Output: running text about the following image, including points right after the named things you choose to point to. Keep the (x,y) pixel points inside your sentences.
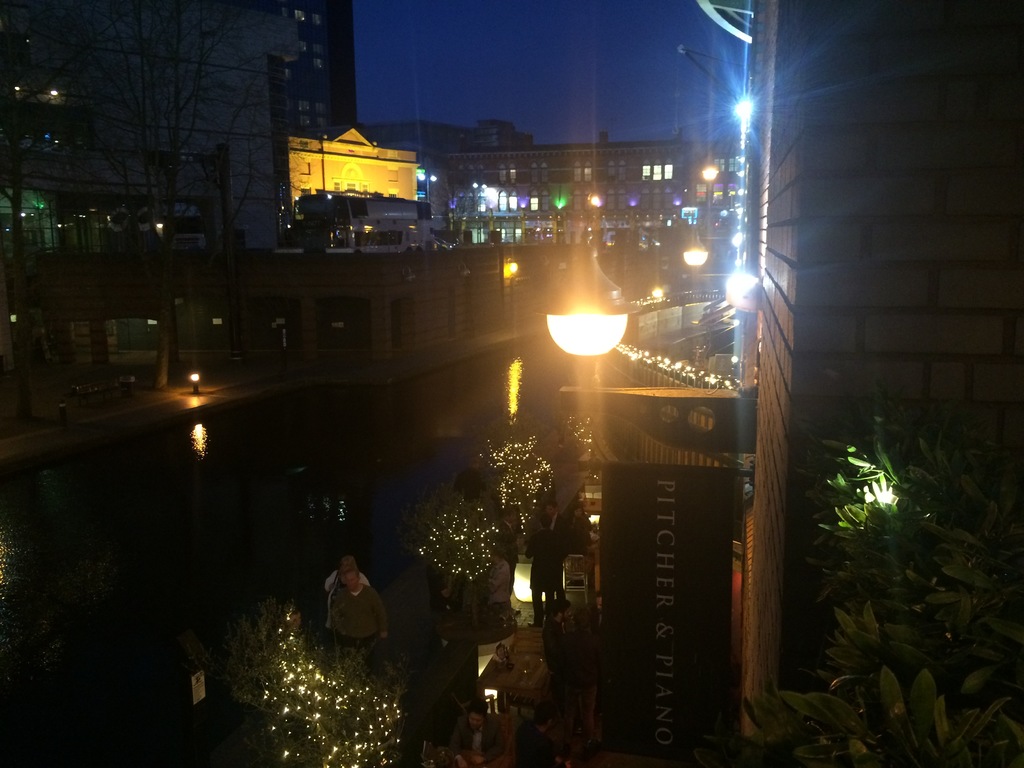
There are plants (515,486), people (555,590), light (473,576) and a stall (632,590) in the foreground area of the image (451,499), there are buildings (190,70), trees (194,97) and the sky (689,121) in the background (210,212).
